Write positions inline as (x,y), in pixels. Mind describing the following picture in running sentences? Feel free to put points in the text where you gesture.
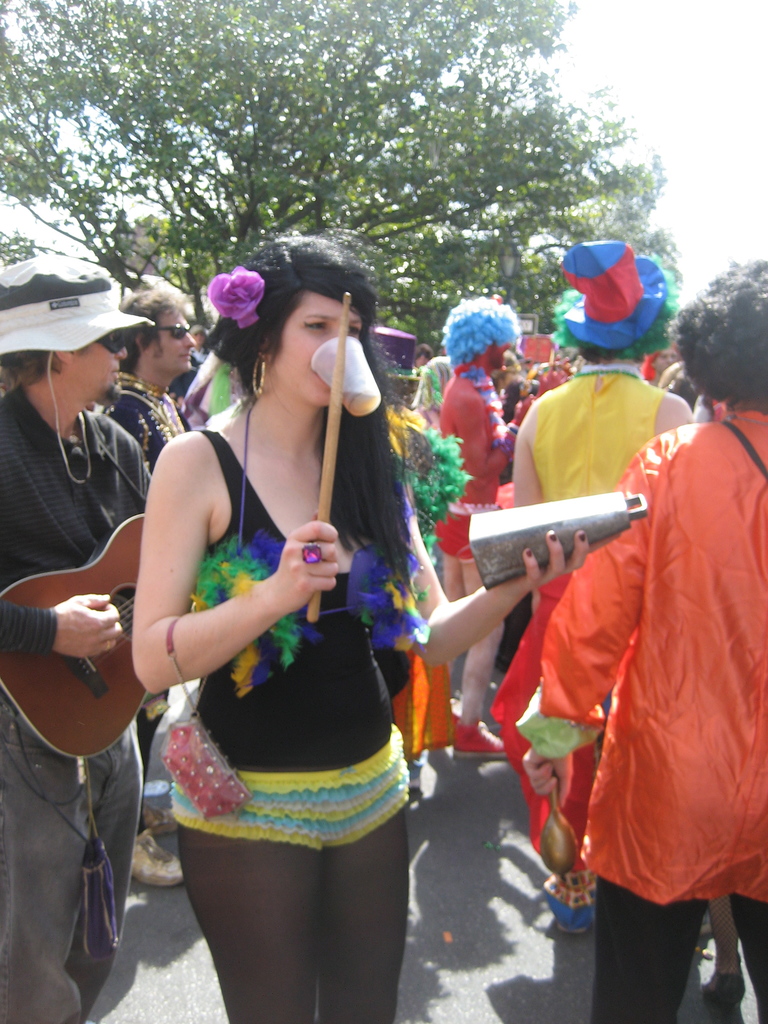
In this image I can see number of people (386,593) are standing. I can see few of them are wearing hats (2,326) and few of them are wearing shades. Here I can see she is holding a stick (338,387) and here I can see he is holding a guitar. I can also see shadows (582,1005) and in the background (388,210) I can see a tree (272,62).
